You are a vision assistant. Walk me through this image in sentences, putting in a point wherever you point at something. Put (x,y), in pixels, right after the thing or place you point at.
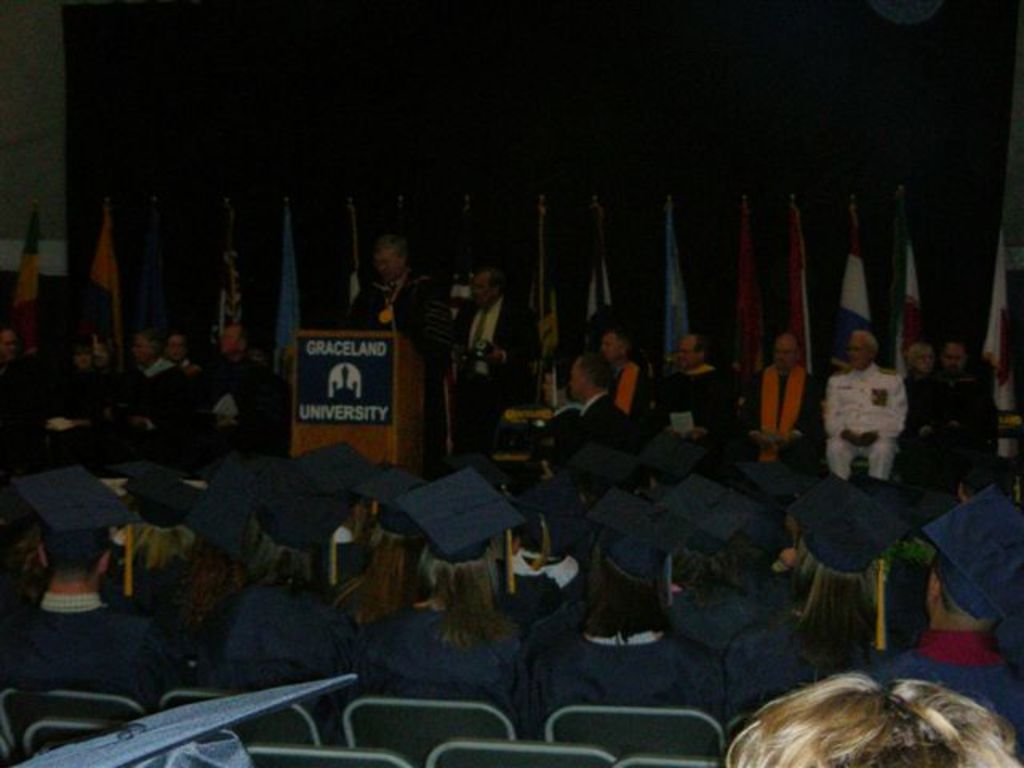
There are many people (180,409) sitting on chairs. Some are wearing caps (646,557). In the back (388,284) there is a person (385,312) standing. In front of him there is a podium (340,370). On the podium (347,380) something is written. In the background (156,267) there are flags (797,289).
